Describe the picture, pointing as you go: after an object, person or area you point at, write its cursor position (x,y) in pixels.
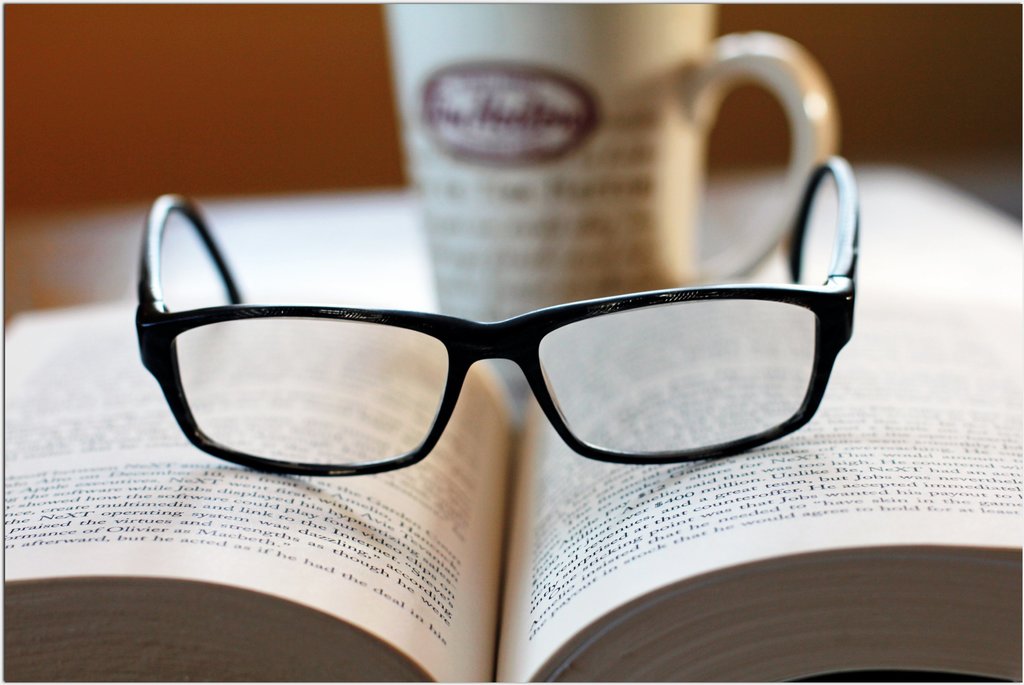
We can see glasses (414,434) on book (416,543) and cup (677,19).
